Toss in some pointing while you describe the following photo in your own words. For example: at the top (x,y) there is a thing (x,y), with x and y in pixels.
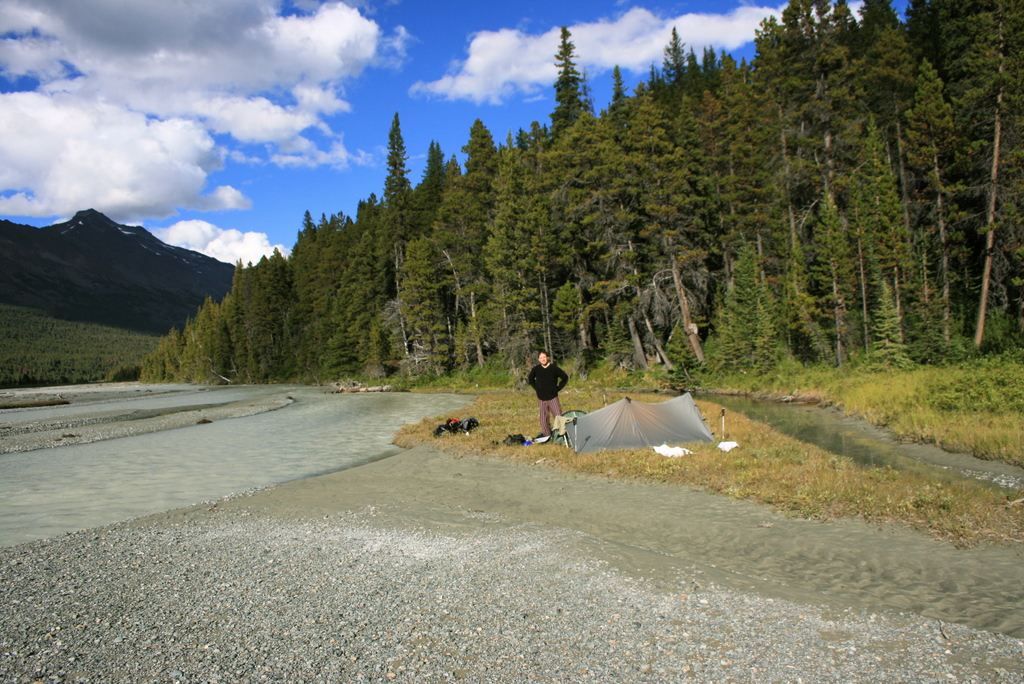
In this picture we can see the beautiful view. In the front (535,390) there is a man (545,386) wearing black t-shirt (552,374). Beside there is a canopy tent (592,422) on the ground (308,479). Beside we can see the small water canal (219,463). Behind we can see some huge trees (630,187). On the top (239,120) there is a sky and clouds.
